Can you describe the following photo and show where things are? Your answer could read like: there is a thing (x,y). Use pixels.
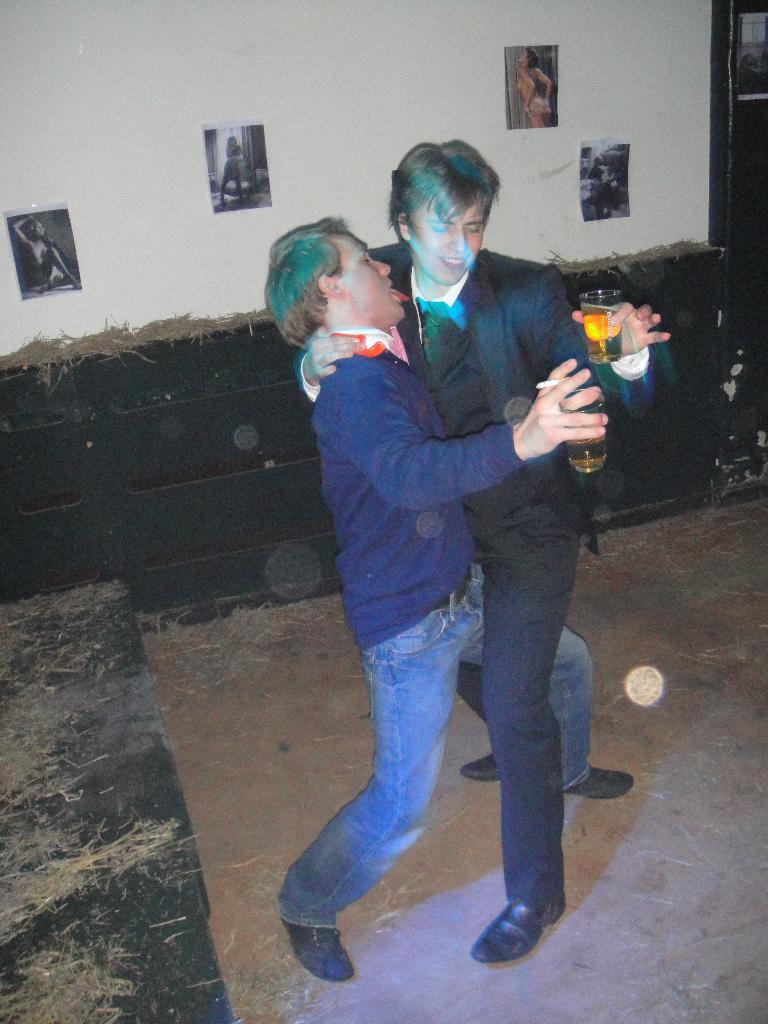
This picture shows two men (551,370) dancing by holding glasses (594,338) in their hand (593,388) and we see few posters (51,231) on the wall (128,121).
